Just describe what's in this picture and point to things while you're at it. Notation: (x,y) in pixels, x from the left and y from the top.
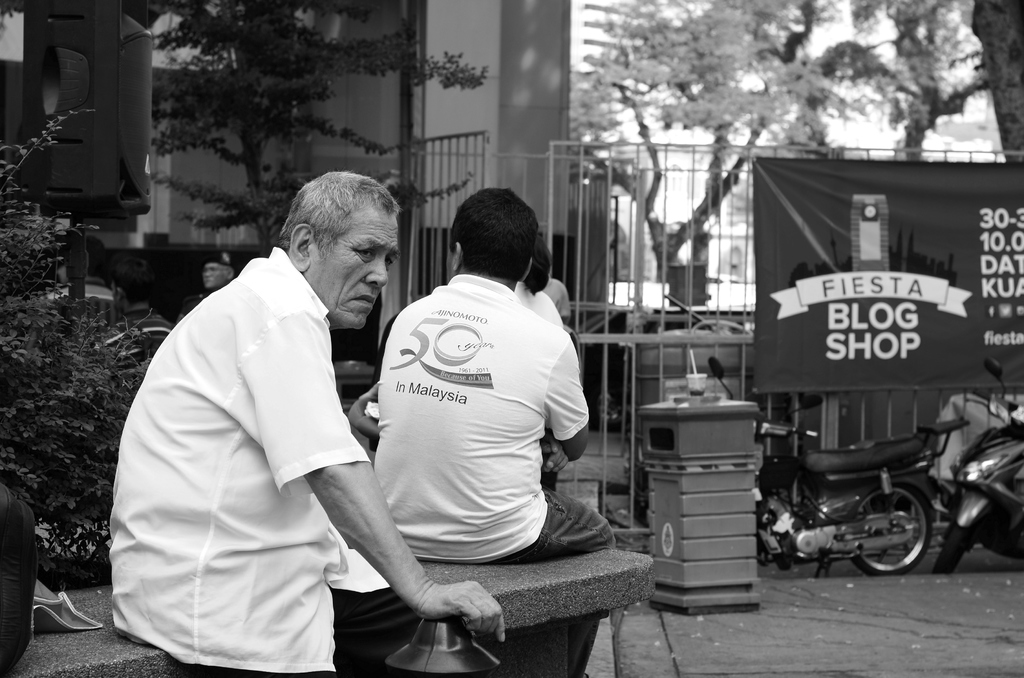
In this picture there are group of people (492,505) sitting. At the back (301,128) there are buildings (342,93) and trees (310,42) and there is a banner (974,290) on the railing (677,337) and there is text (829,321) on the banner (946,256) and there are vehicles (996,378). At the top (835,29) there is sky (850,28). At the bottom (845,651) there is a floor (764,644). On the left side of the image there is a speaker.
